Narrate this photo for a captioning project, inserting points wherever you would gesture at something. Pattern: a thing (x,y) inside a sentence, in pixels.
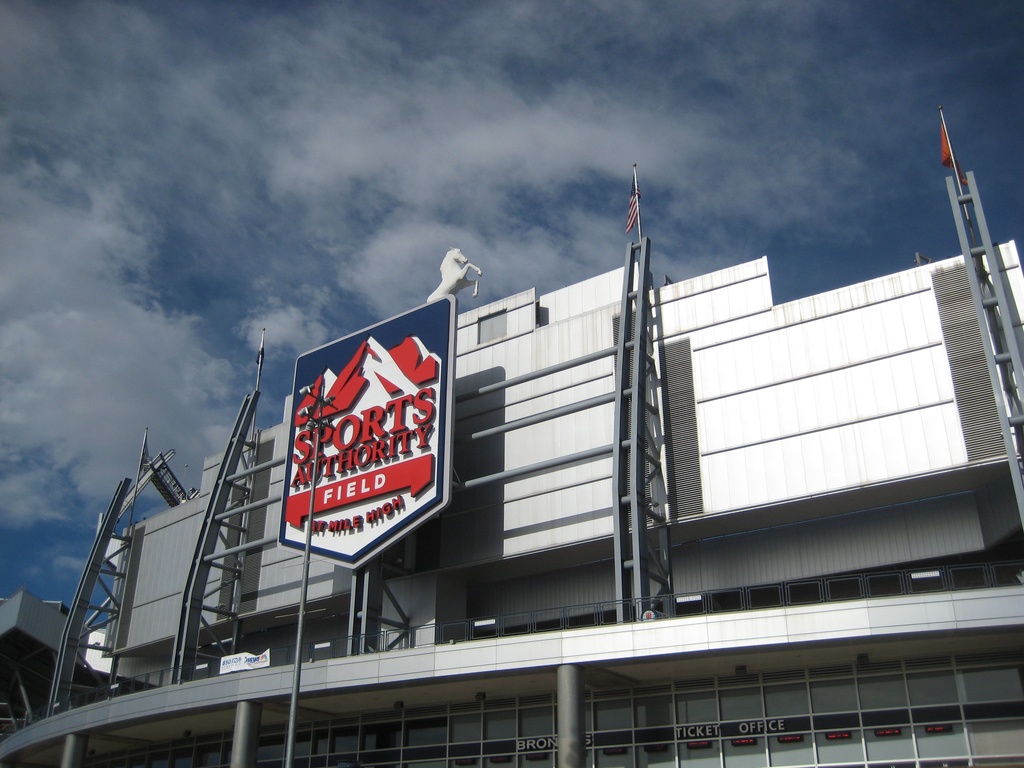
In this image there is a building (665,557) and there are flags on the top of the building (603,300), depiction of a horse (453,286) and a board (350,449) with some text (339,461). In the background (271,128) there is the sky (267,136).
